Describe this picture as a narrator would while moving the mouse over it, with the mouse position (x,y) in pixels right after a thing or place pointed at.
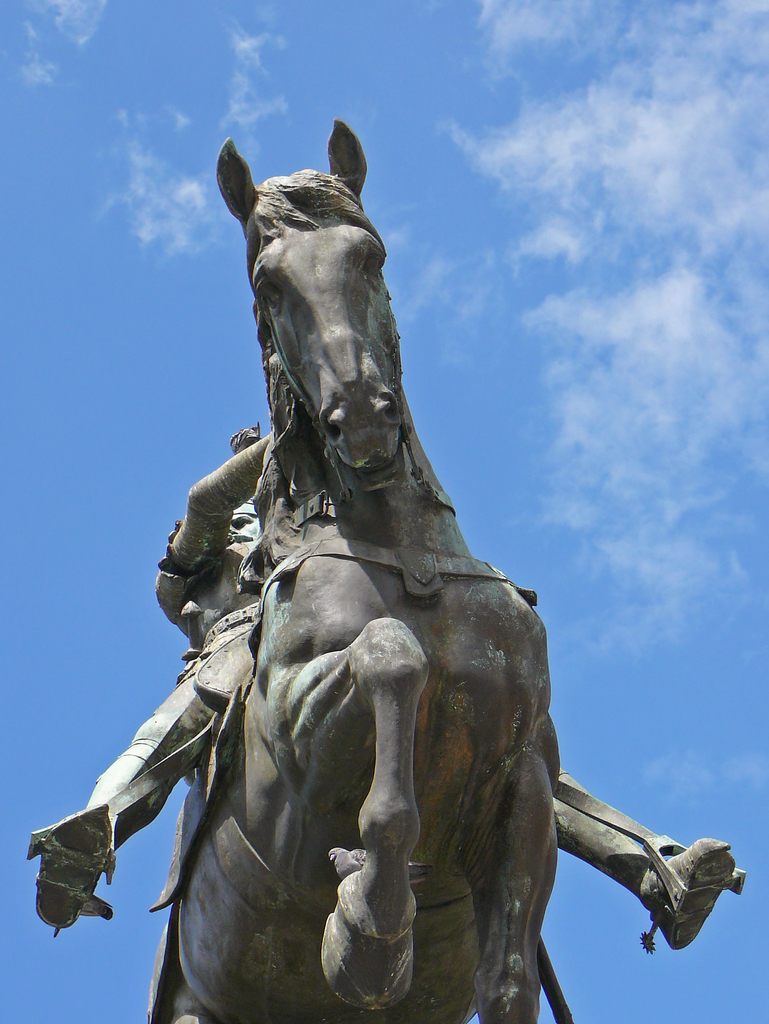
In this image we can see a sculpture (224,621) of a person (152,732) and a horse (301,599). Behind the sculpture (311,579), we can see the cloudy sky (508,404).
